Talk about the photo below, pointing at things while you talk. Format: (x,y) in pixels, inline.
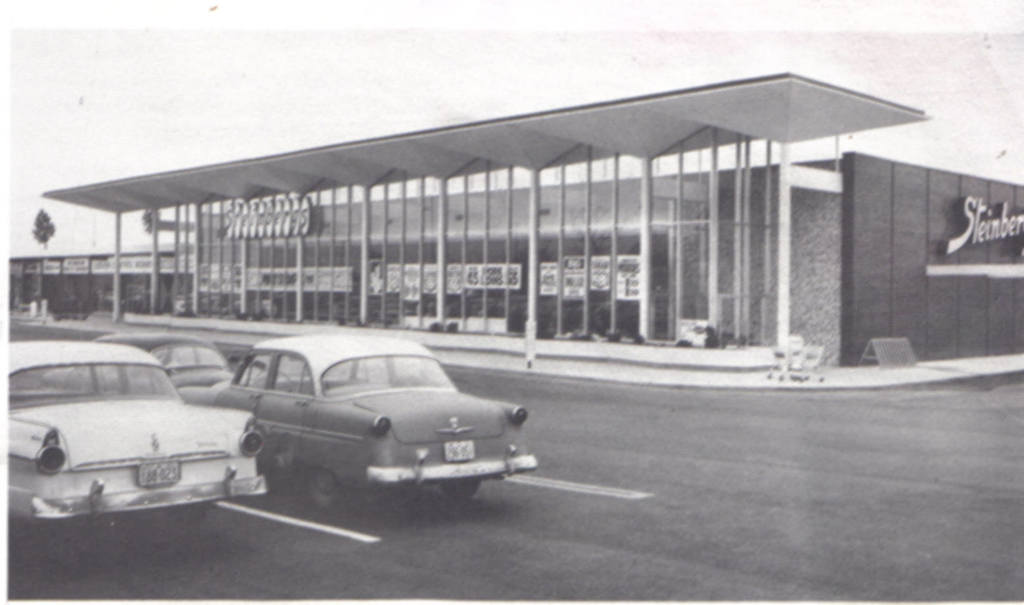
In this image I can see the black and white picture. I can see few cars (408,374) on the road (607,480) and a building (752,157). In the background (15,173) I can see a tree (40,214) and the sky (453,107).
